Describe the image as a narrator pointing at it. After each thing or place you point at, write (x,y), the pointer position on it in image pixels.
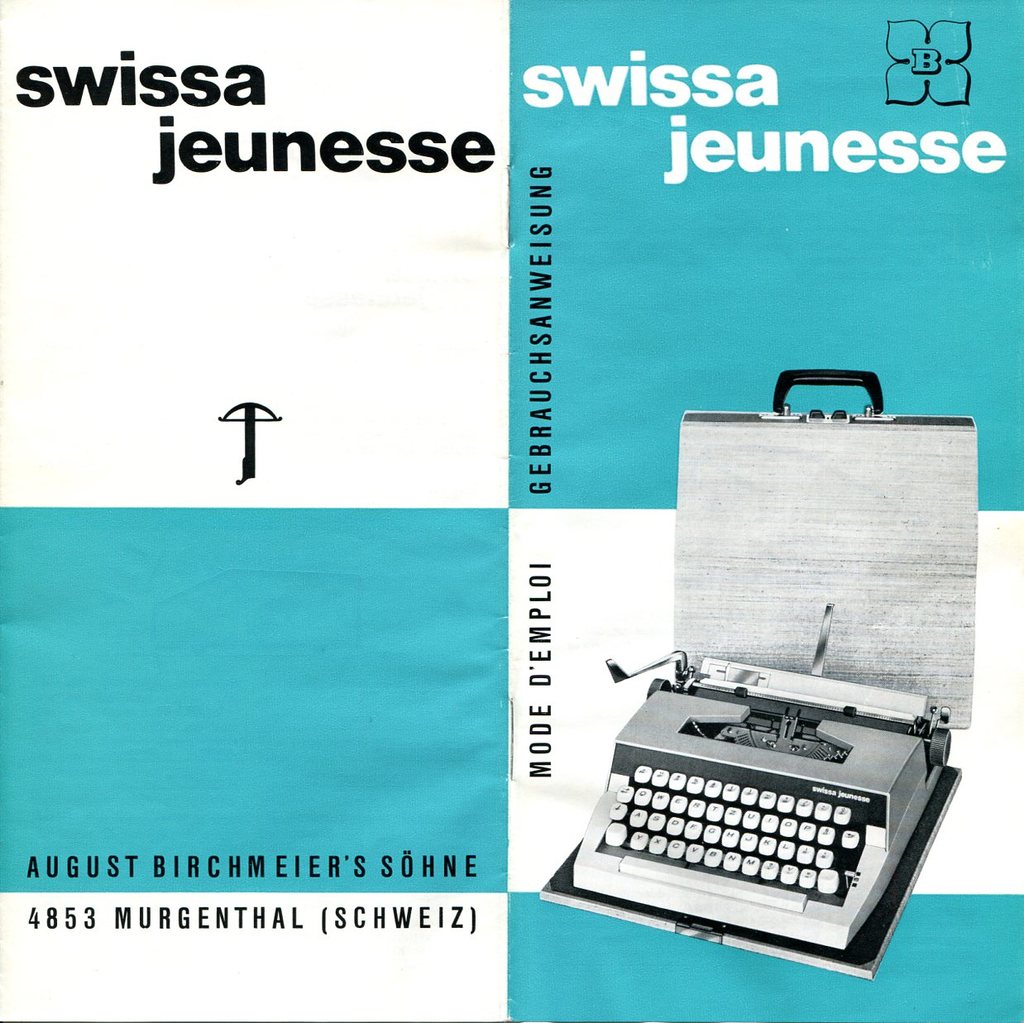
In this image, we can see a poster (709,619) with some image (944,705) and text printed on it.
